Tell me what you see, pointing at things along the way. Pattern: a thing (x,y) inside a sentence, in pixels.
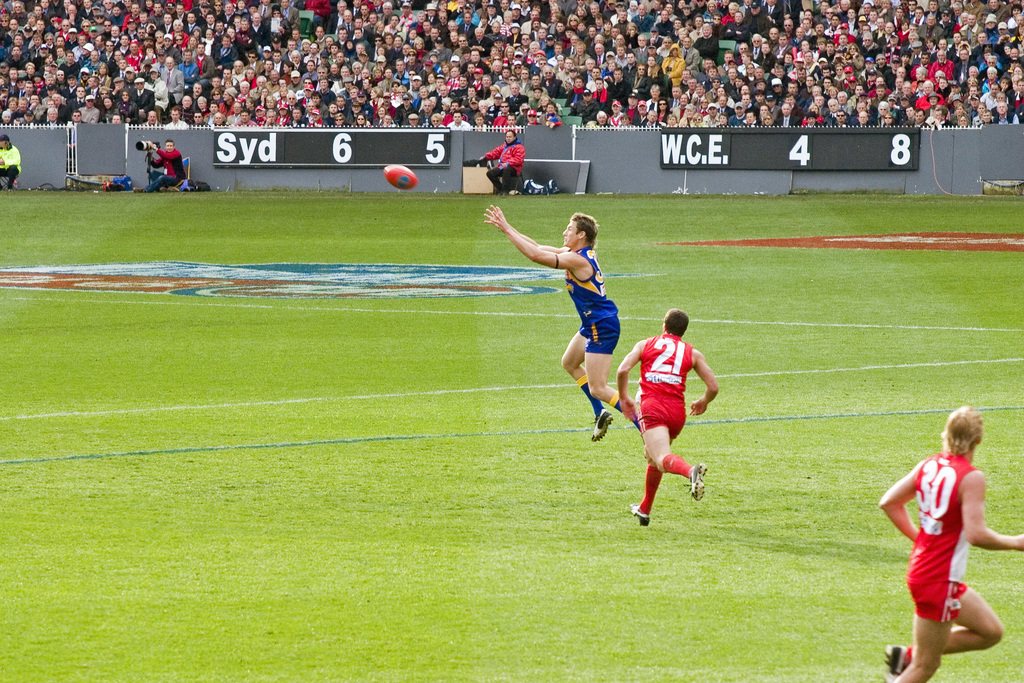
In this image I can see a person (581,285) wearing blue color jersey (595,305) is flying in the air and two persons (650,384) wearing red colored jersey (679,386) are on the ground (871,514). I can see a ball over here. In the background (385,149) I can see few persons (167,168) sitting, few boards (229,159) and number of persons (733,76) are sitting in the stadium (891,174).
